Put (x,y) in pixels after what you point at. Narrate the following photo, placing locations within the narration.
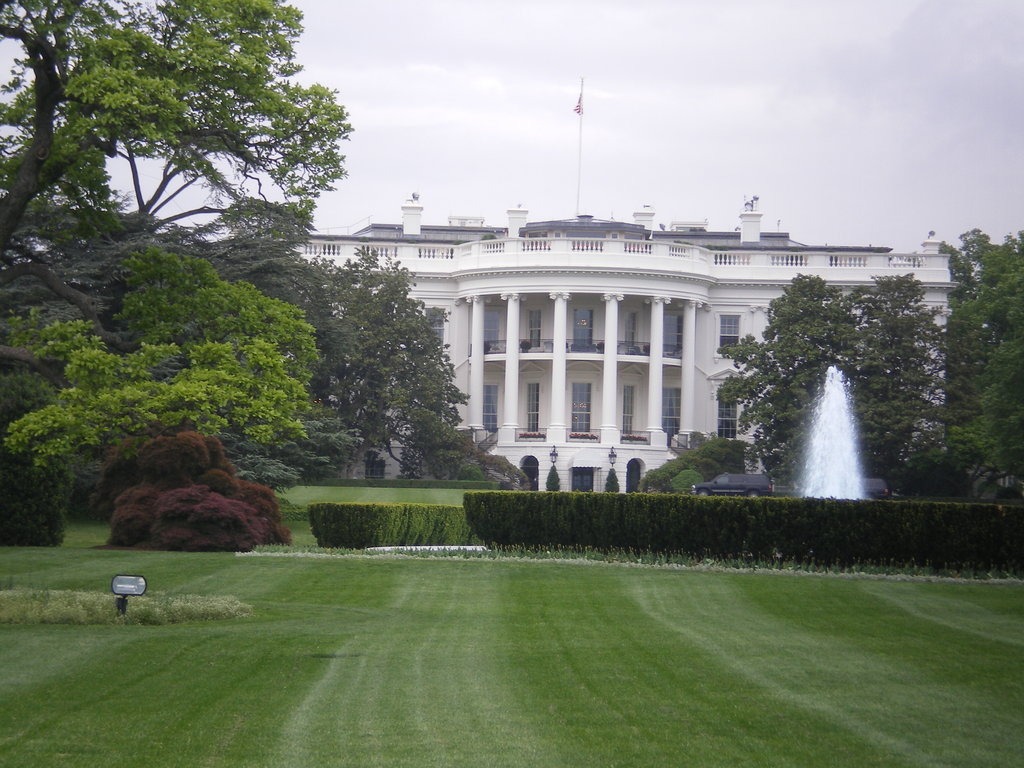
In this image we can see a building (590,382) and it is having many windows (672,339). There is a grassy land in the image. There are many plants (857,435) and trees (799,462) in the image. There is a sky (825,128) in the image. There is a flag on the building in the image. There are two lamps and a light (129,591) in the image.
